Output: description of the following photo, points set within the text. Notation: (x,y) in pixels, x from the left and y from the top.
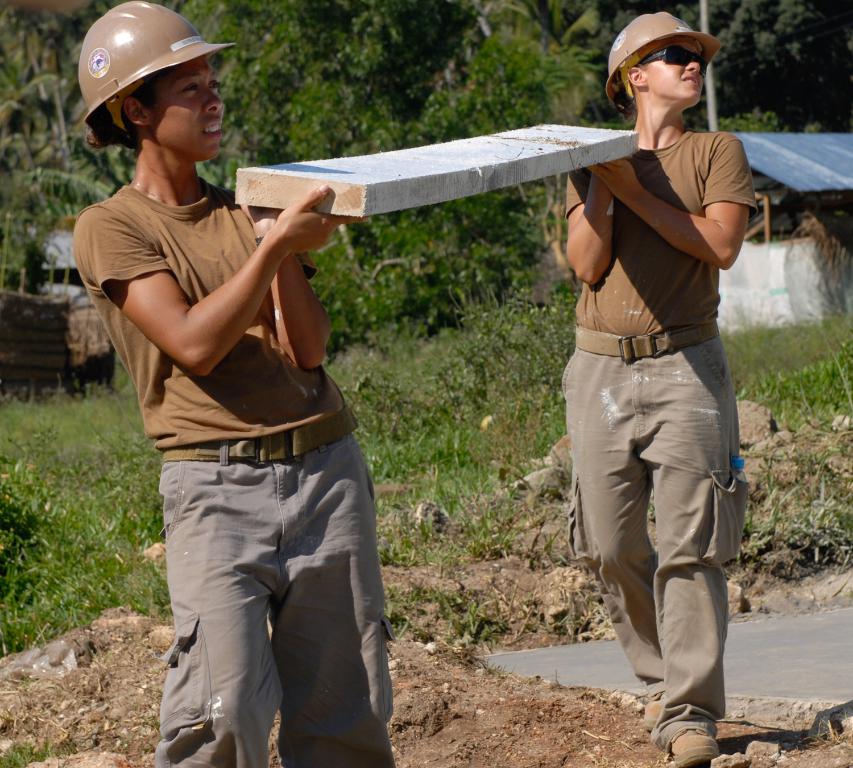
Two people (587,491) are standing holding stone (538,169), there are trees (458,248), this is mud (536,692).
